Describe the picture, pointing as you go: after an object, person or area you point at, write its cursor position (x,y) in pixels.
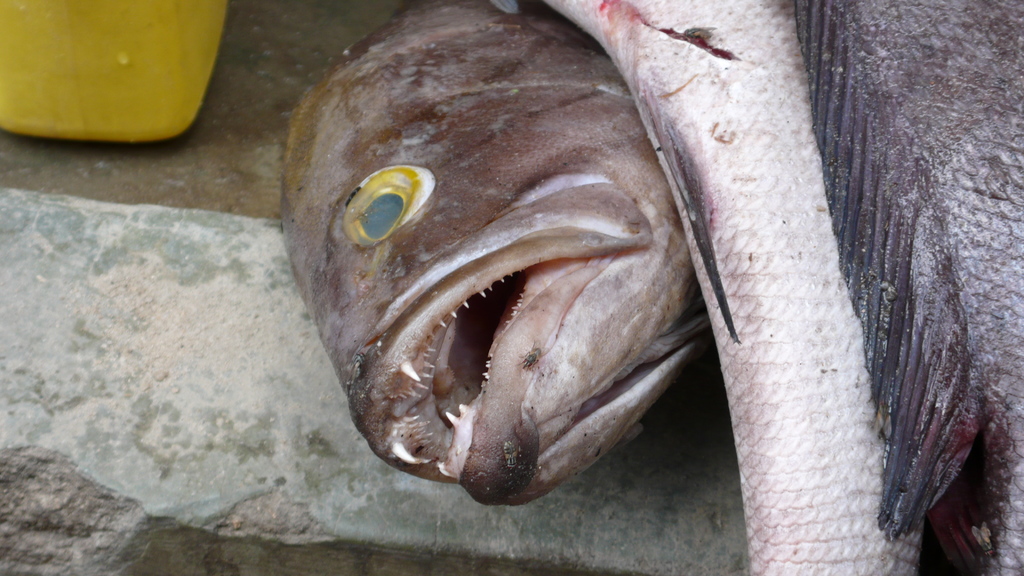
In this image there are fishes (783,339) on the ground (253,448) and a yellow color object (121,94).
